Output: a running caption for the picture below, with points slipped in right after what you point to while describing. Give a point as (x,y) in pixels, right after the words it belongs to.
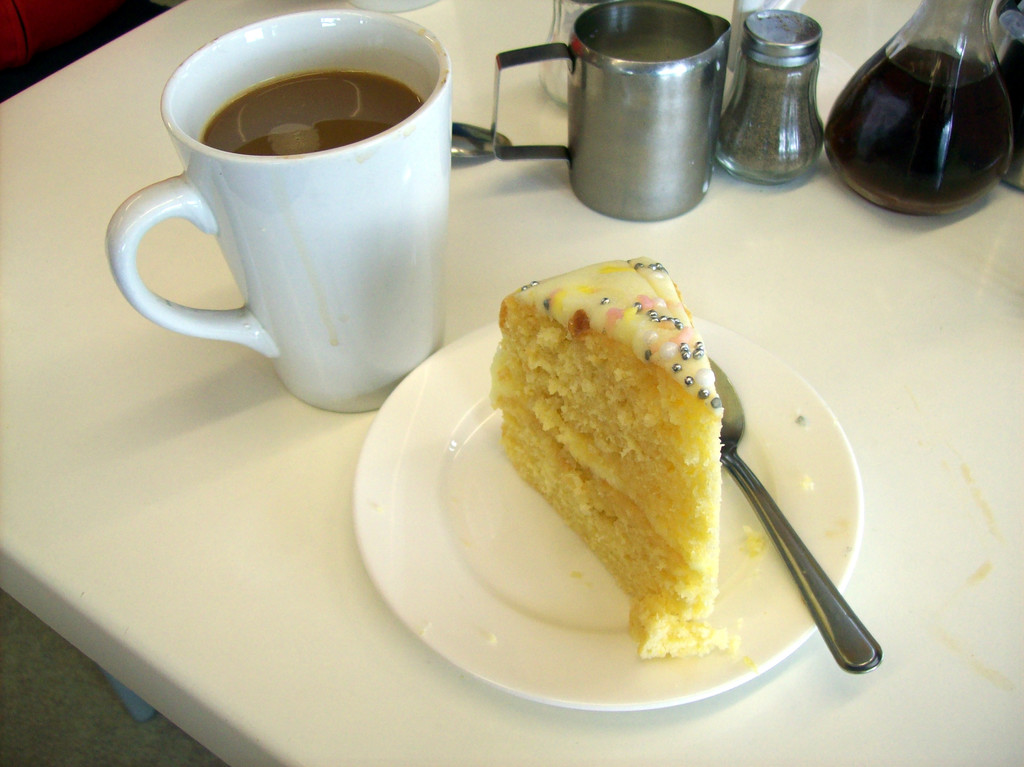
This picture seems to be clicked inside. In the foreground (938,483) there is a white color table (33,136) on the top of which a coffee mug (379,183), bottles (787,65), glass jars (959,31), spoon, white color plate (784,404) containing pastry (635,487) and some other items (705,116) are placed.
